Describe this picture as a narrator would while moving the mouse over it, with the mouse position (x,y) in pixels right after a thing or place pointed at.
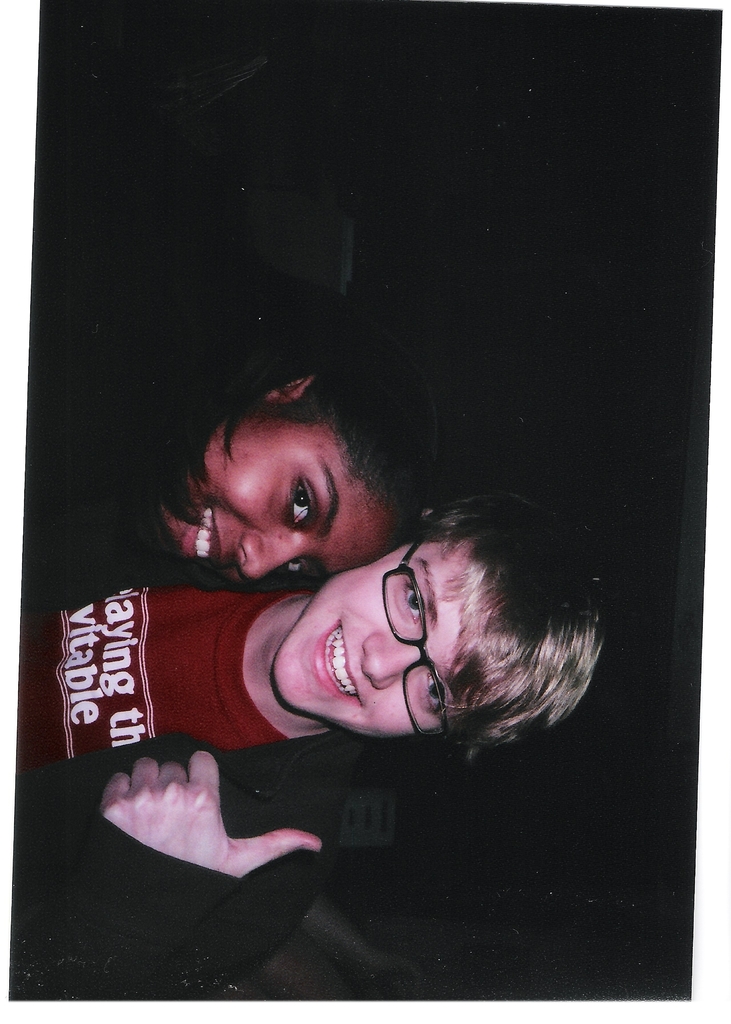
At the bottom of this image (309,798), there is a person (225,699) in a black color jacket (298,792), wearing a spectacle (445,717), smiling and showing a thumb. Beside this person (214,597), there is a woman (233,458) smiling. And the background (291,127) is dark in color.
